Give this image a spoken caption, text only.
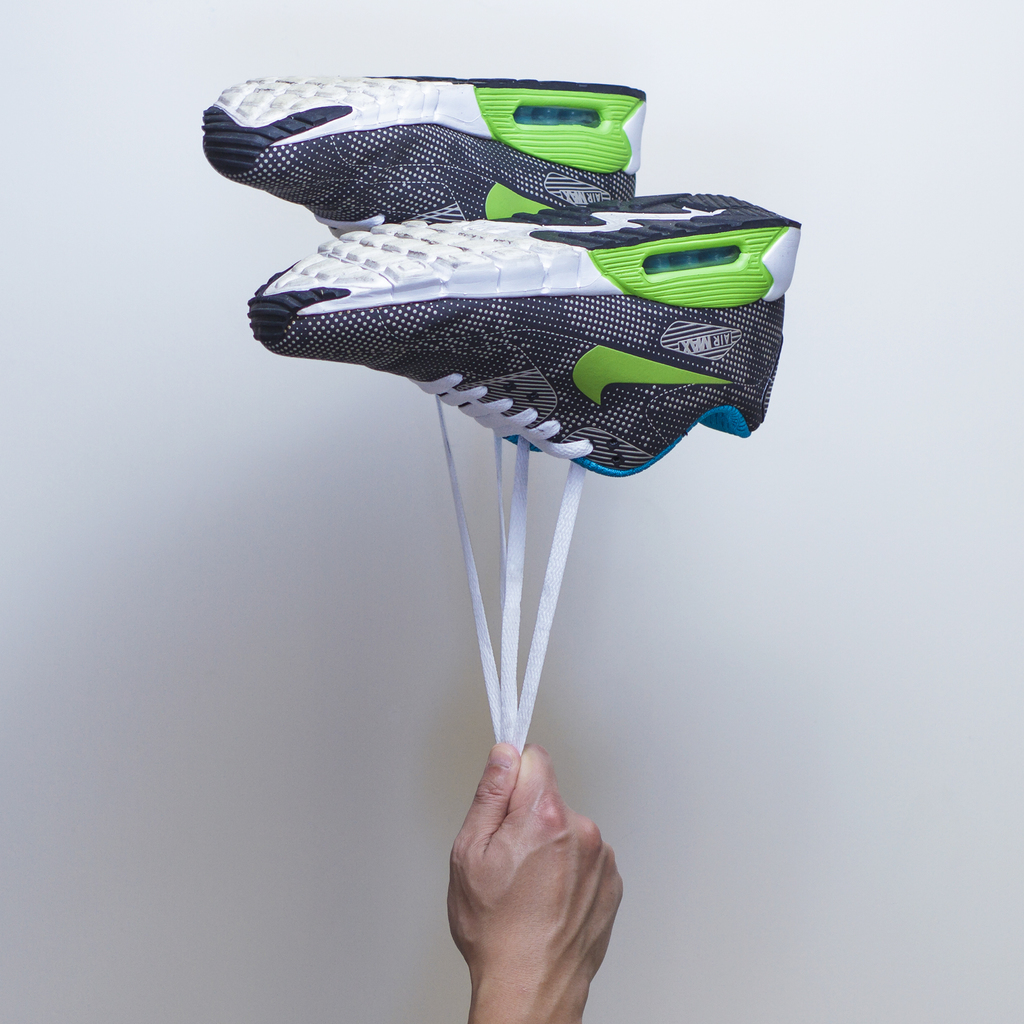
In this picture we can see a person hand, here we can see shoes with lace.
